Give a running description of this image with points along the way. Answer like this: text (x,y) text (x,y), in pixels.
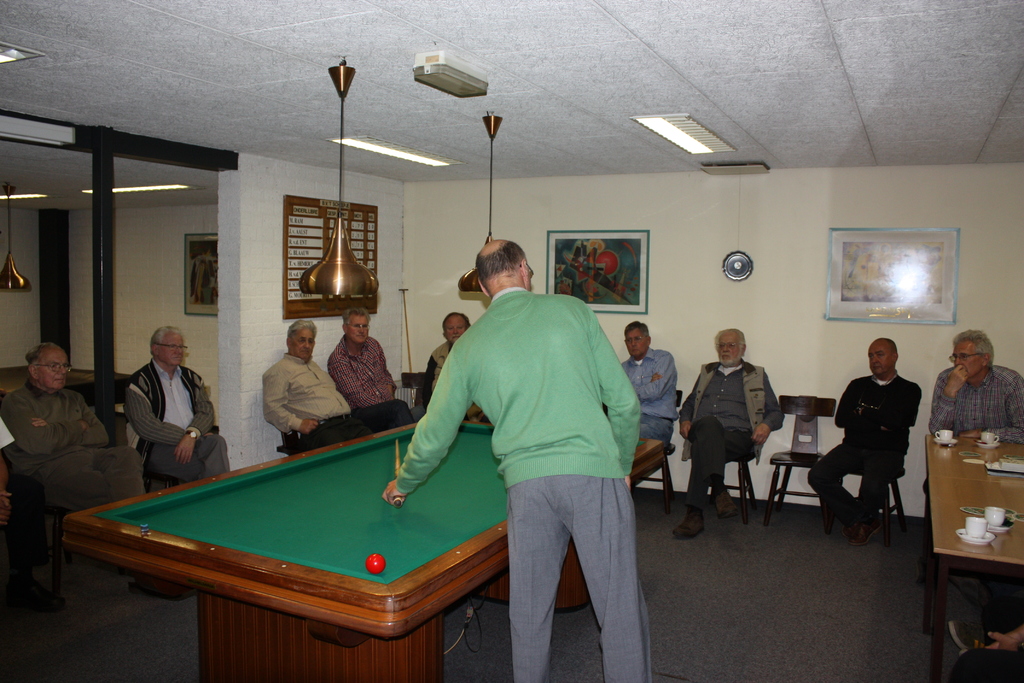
In this image i can see few people (368,354) sitting on chairs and a person (591,445) standing holding a stick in front of a table (424,494) and i can see a ball (378,559) over here. In the background (685,248) i can see a wall (682,263) and a photo frame (631,268) attached to it, on the top of the image (584,96) i can see ceiling (554,101) and lights (709,133).
